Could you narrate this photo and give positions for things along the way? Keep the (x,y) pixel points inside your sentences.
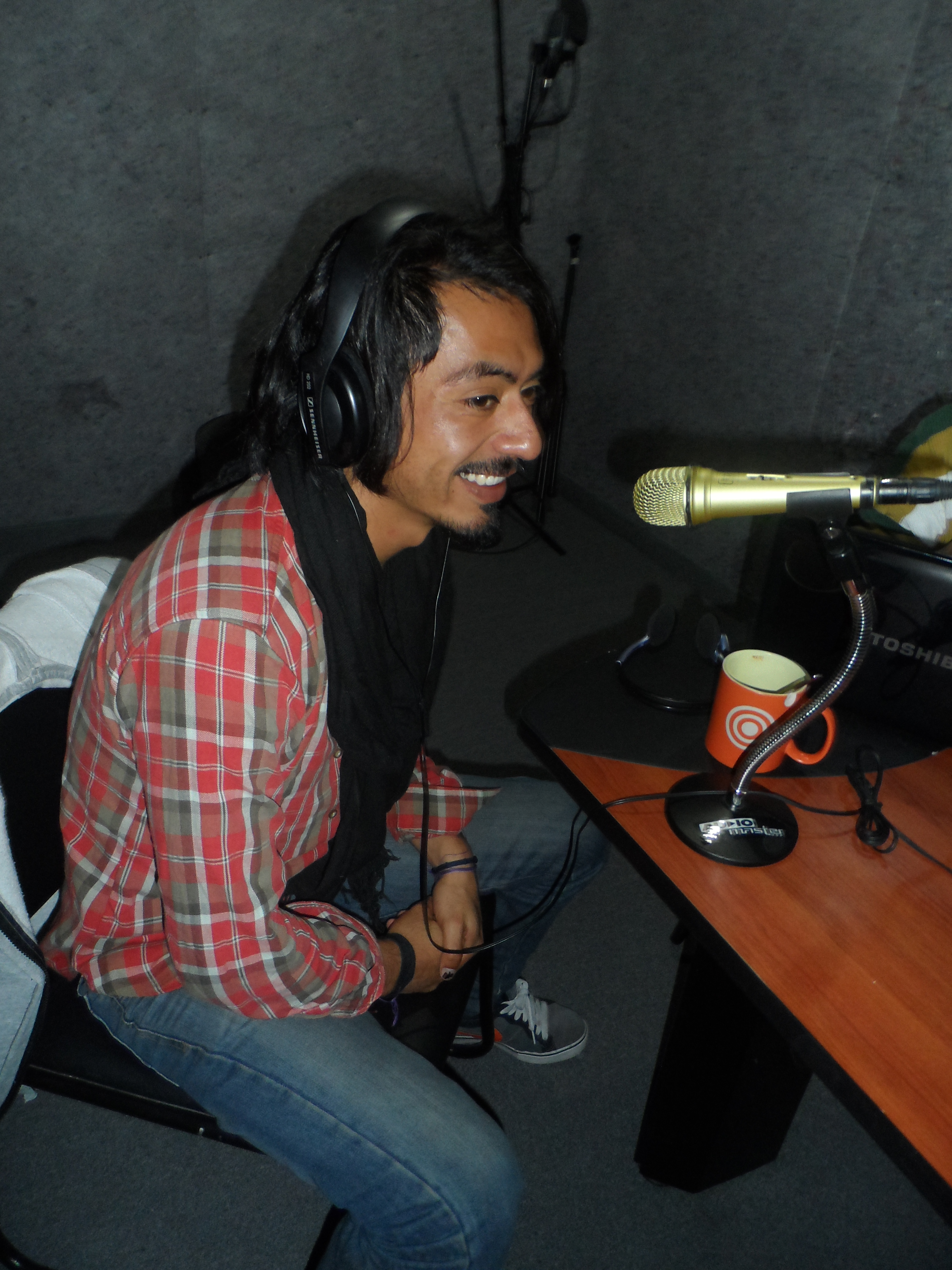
In this image there is a man (474,228) who is sitting in a chair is smiling and talking in the microphone (835,521) which is in the table (819,831) and there is also a cup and a laptop (911,693) in the table (791,962).
